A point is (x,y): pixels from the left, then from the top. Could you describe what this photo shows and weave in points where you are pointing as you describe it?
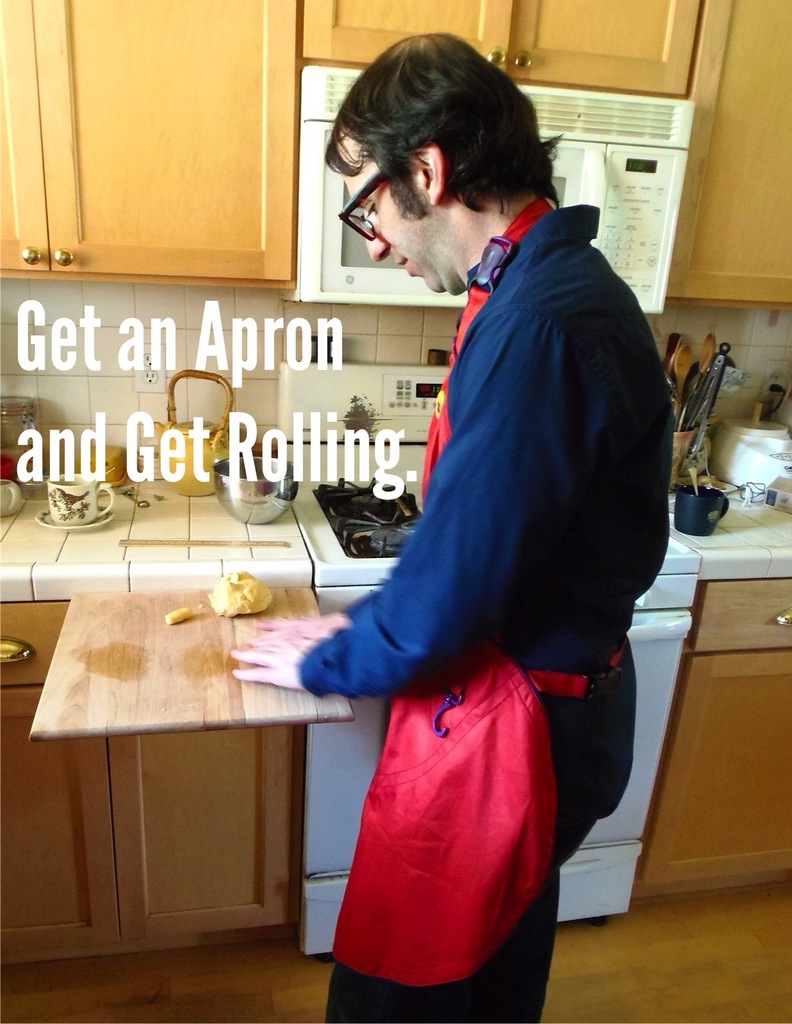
In this picture there is a man (534,393) in the center of the image (511,608), he is wearing apron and there is a chopping pad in front of him and there is a desk (140,518) and a stove (688,569) behind him and there are utensils (167,461), spoons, and other kitchenware (248,486) on the desk (288,517), there is a oven (679,117) at the top side of the image (320,149), there are cupboards (778,714) at the top (251,265) and bottom side of the image (752,818).
